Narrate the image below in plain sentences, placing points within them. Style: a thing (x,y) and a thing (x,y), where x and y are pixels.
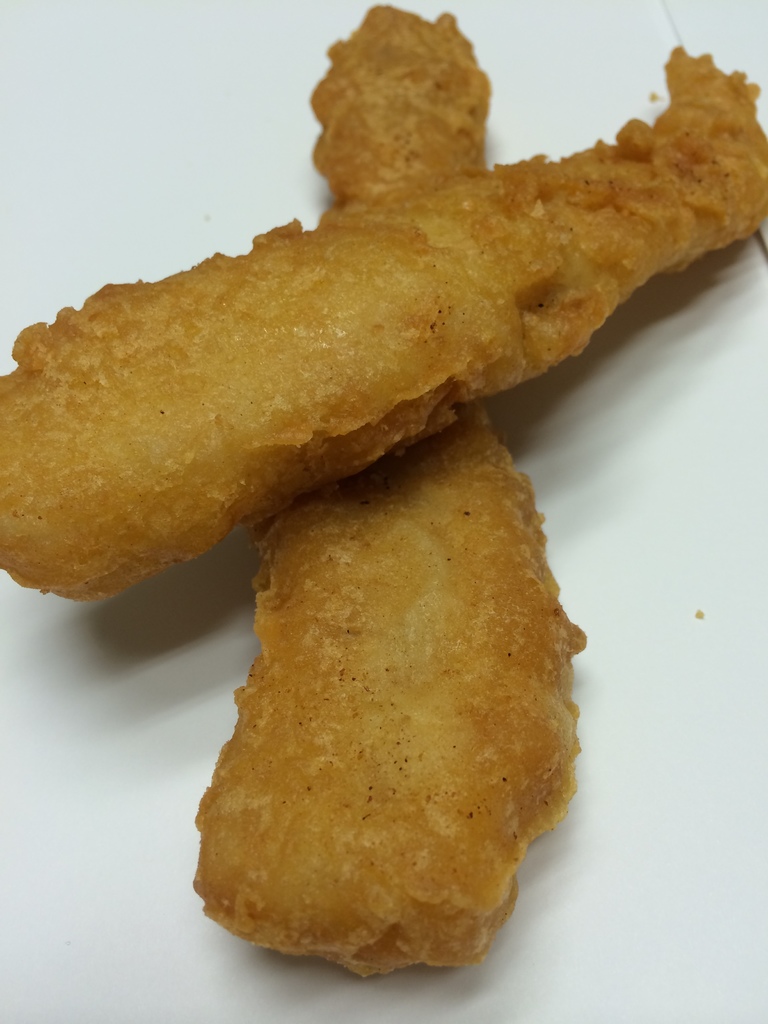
In this image we can see snacks (387,455) on a white surface (630,672).
